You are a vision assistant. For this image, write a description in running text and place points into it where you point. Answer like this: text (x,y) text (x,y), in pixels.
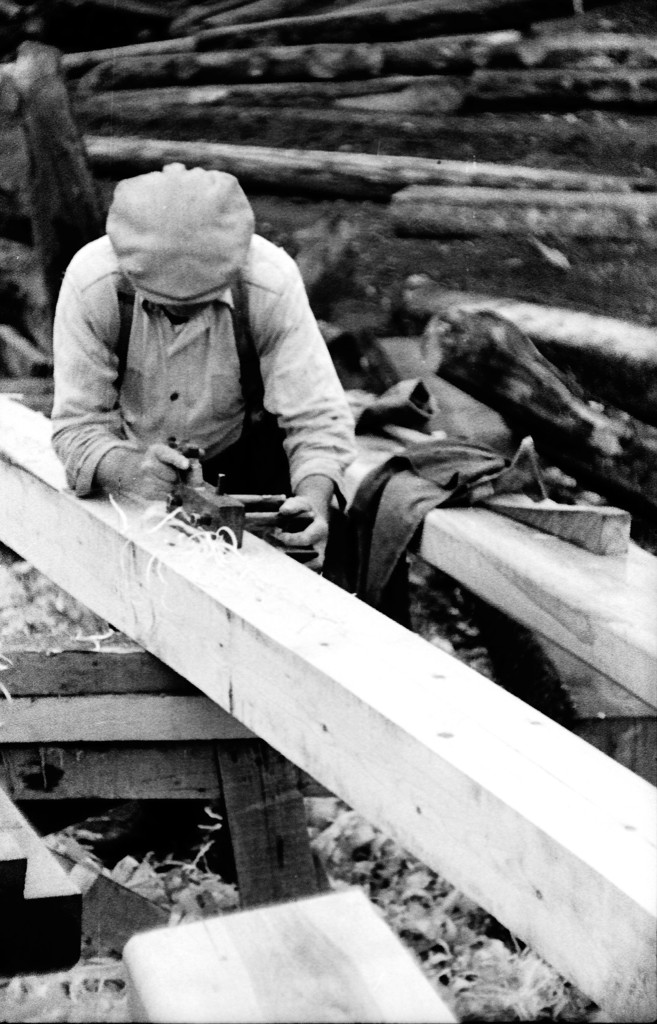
In this picture I can see there is a man (54,415) standing and holding a tool (199,516), also there is a wooden plank (316,638) in front of him. In the backdrop (299,131) I can see there are some trunks (196,163) of trees (272,135).
